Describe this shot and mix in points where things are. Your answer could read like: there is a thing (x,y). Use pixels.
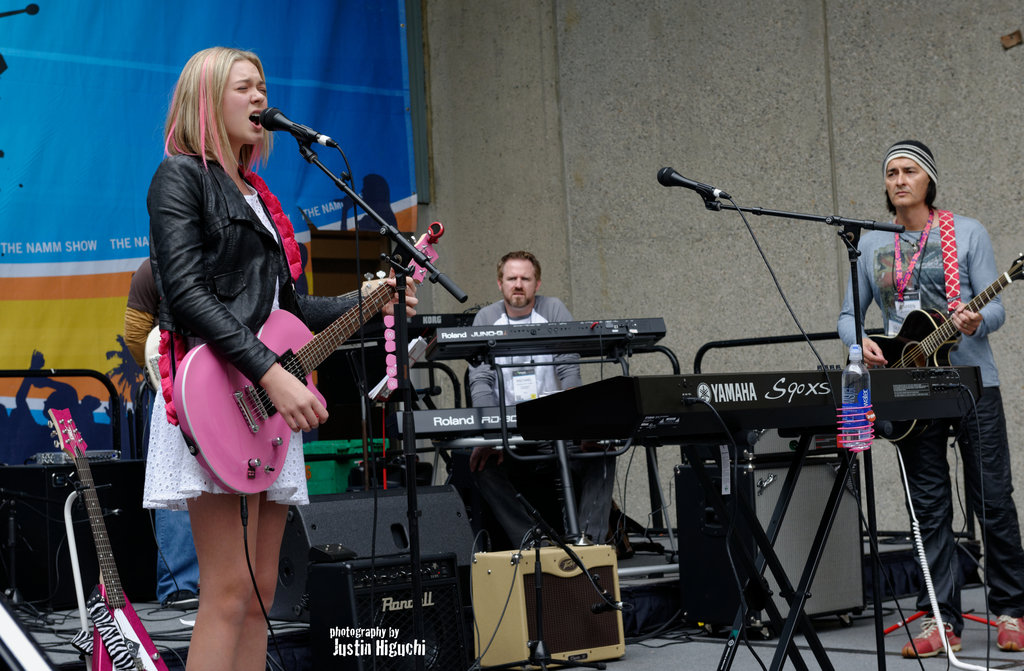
In the middle of the image (496,326) a man (508,304) is sitting and playing a musical instrument (519,333). Bottom right side of the image (1010,613) a man (975,264) is standing and playing a guitar (913,429). In the middle of the image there is a microphone (677,176). Bottom left side of the image (215,627) a woman (245,73) is standing and playing guitar (184,362) and singing, Behind her there is a man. Top left side of the image (128,139) there is a banner (253,30). Top right side of the image (844,86) there is a wall (641,44).
